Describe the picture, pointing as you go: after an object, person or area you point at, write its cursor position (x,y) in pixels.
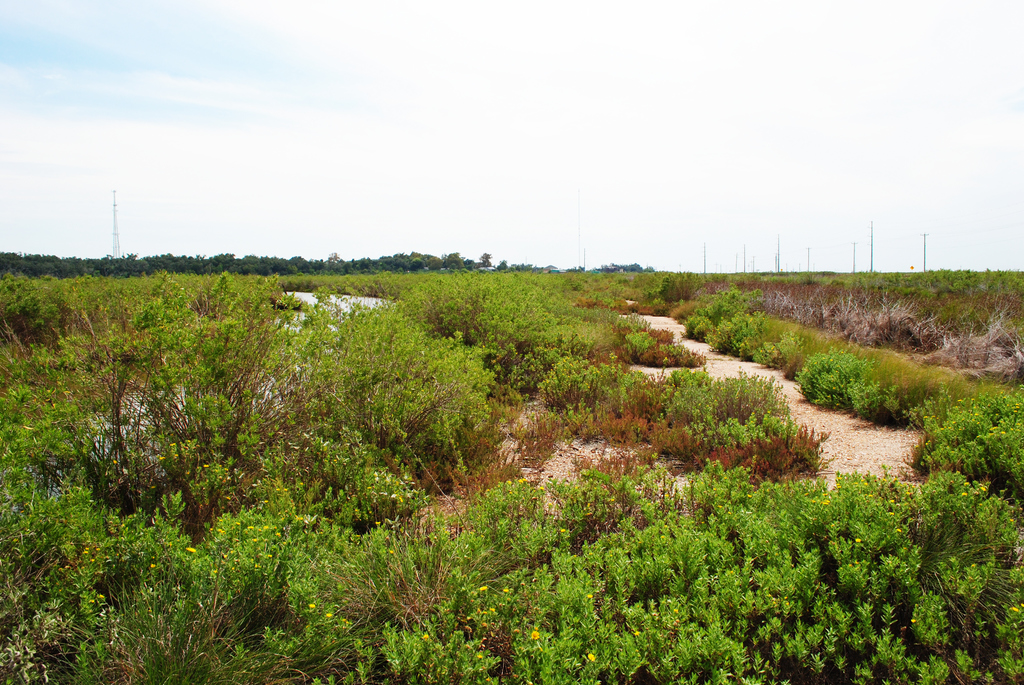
In this image, we can see the ground (771,371). We can see some plants (457,396), trees (226,269), poles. We can also see the sky (330,202).
